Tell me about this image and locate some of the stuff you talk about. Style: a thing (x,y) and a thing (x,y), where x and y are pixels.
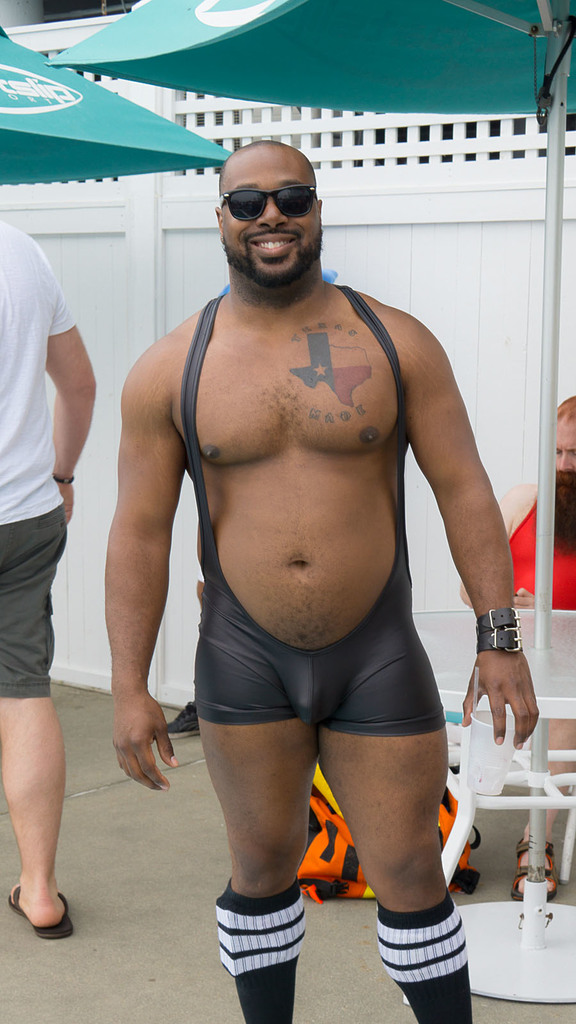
In the picture we can see a man (436,722) standing wearing a black singlet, socks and smiling and besides to him we can see another person (33,287) standing and in the background (564,211) we can see a wall (62,574) which is white in color.
